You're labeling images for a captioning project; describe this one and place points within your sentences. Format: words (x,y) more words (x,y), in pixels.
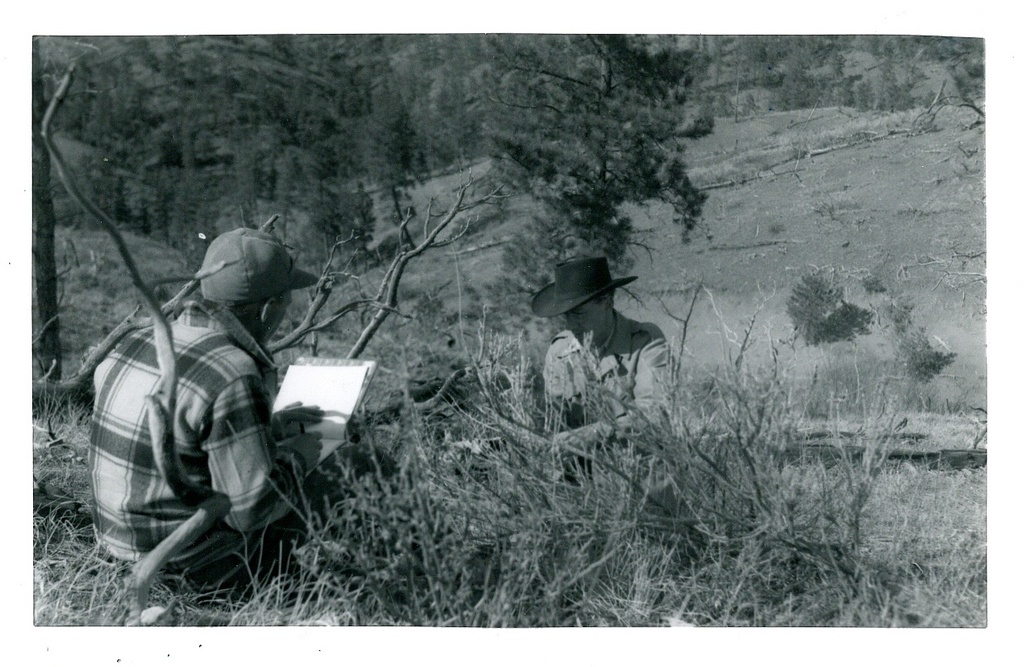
In this picture I can see the two men (613,430), on the left side (251,450) this person (263,409) is holding the book (344,434), in the background (541,211) I can see the trees (981,65). This image is in black and white color.
